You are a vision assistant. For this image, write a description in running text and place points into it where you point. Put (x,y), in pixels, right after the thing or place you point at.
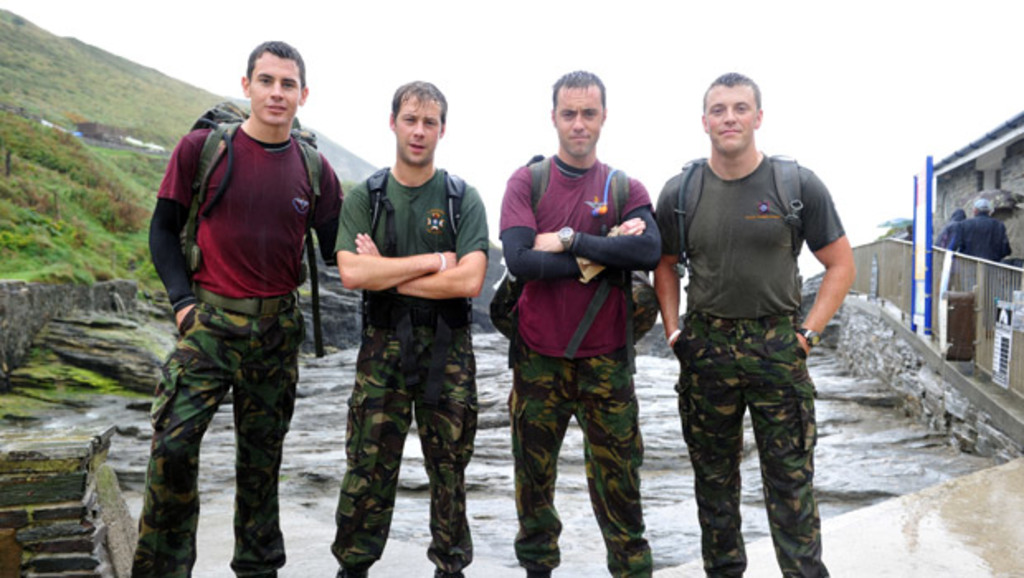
In front of the picture, we see four men (333,244) in the uniform (720,388) are standing. They are posing for the photo. On the left side (155,309), we see the rocks (74,289), grass (88,116) and hills (95,101). On the right side (969,236), we see the railing (905,260) and the people (990,237) are walking. Beside them, we see a building (1005,178) which is made up of stones (956,181). At the top (734,45), we see the sky (618,56). It might be an edited image.
